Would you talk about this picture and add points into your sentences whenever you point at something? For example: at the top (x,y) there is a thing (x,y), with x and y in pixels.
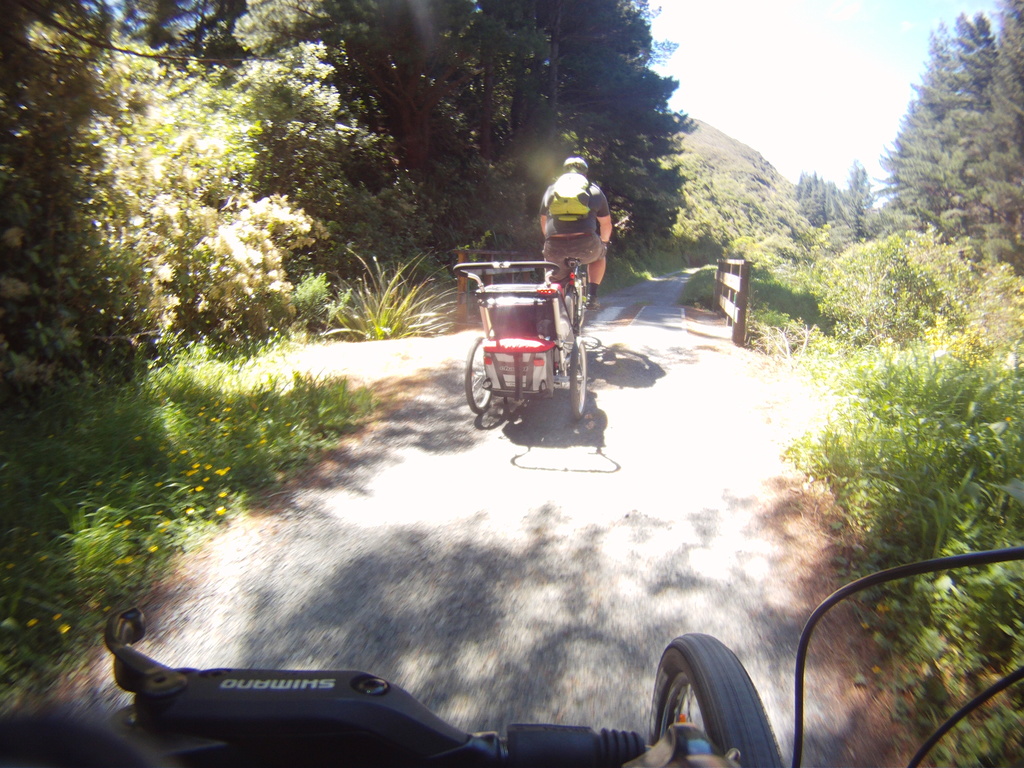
In this image we can see many trees (410,85) and plants (228,327). There are many flowers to the plants (183,498) at the left side of the image (188,514). A person (565,228) is riding a vehicle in the image. There are two vehicles (501,292) in the image. There is a sky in the image. There is a bridge (631,319) and the fence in the image. There is a hill (708,171) in the image.
